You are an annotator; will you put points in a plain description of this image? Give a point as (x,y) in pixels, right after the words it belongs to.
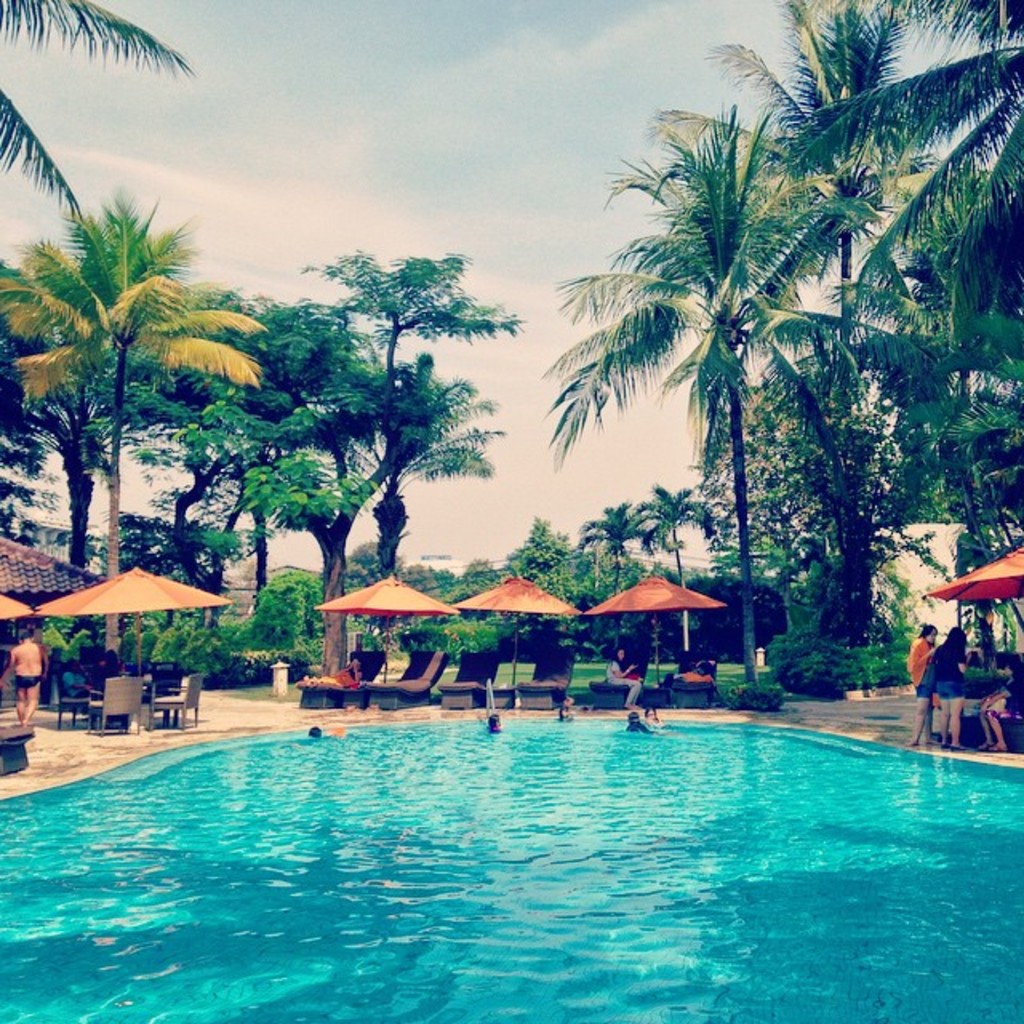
In this picture we can observe a swimming pool (465,925) in which there are some people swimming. There are some people (310,686) sitting in the chairs (686,688) under the umbrellas (1010,568) which are in orange color. In the background (344,537) there are trees (748,474) and a sky (391,198) with clouds (506,234).
